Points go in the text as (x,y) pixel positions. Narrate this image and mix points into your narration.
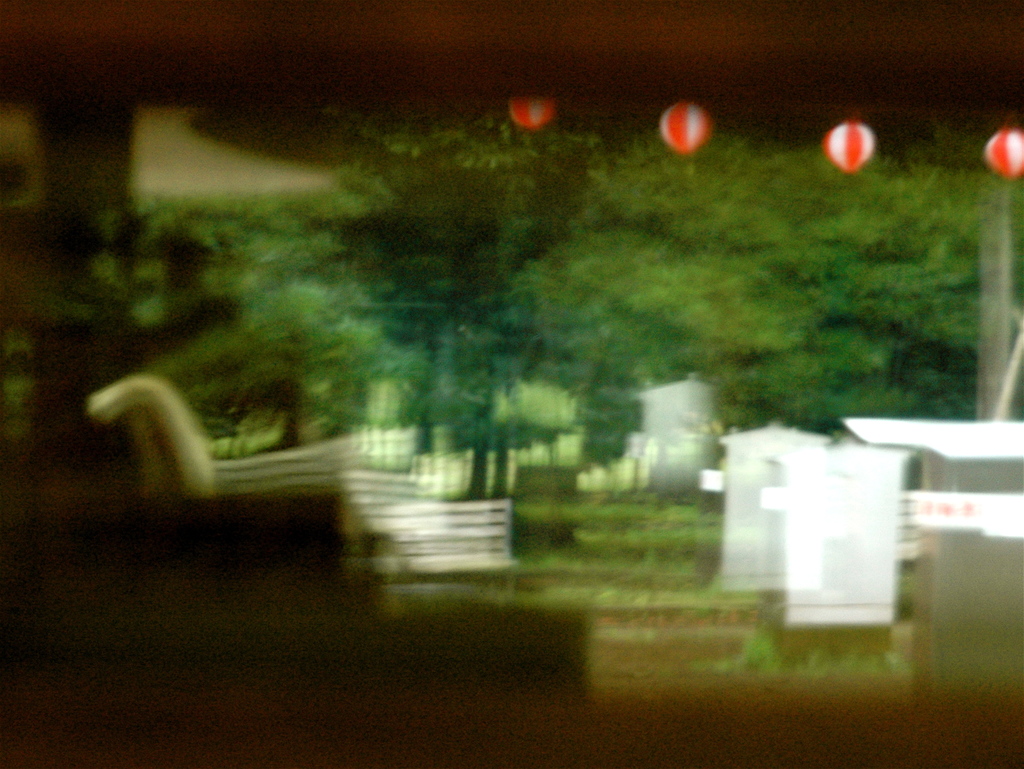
This is a blur image. On the right side (747,529) there are few white color objects (795,515). On the left side (321,457) there is a bench (368,493). In the background (506,347) there are many trees (509,246). At the top of the image (693,126) there are few balloon lanterns (536,121).
